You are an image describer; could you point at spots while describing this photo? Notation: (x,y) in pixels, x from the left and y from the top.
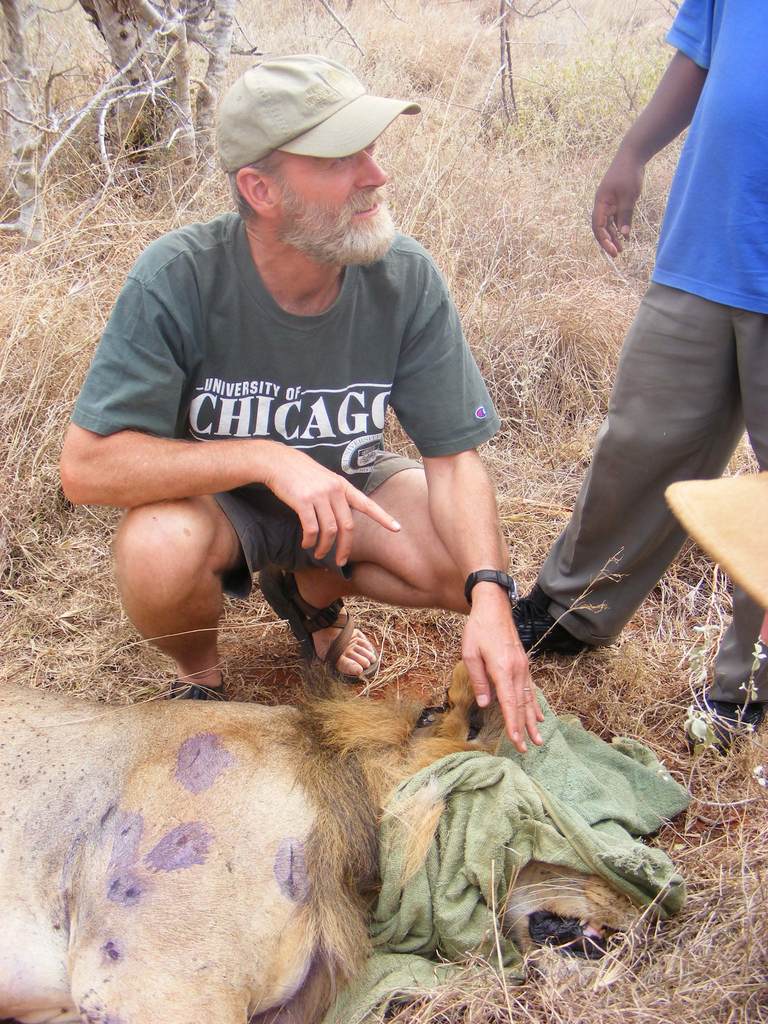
In the center of the image (291,423) there is a person (222,385) sitting at the lion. On the right side of the image (742,91) we can see person (755,15) and grass (711,586). In the background (527,575) we can see trees (6,73) and grass (419,66).
